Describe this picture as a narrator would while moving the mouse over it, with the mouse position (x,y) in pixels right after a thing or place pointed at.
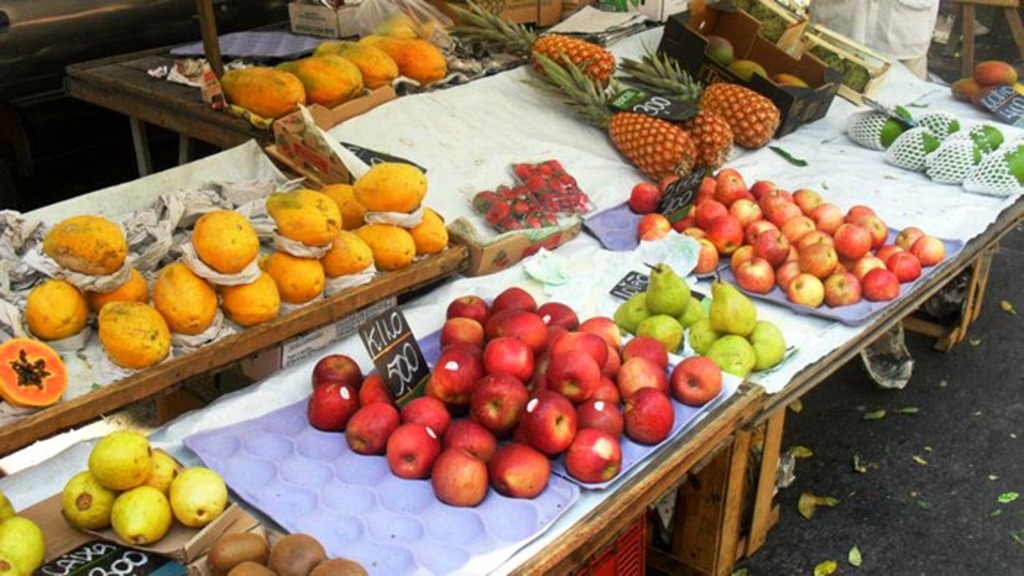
In this picture we can see few fruits (216,247) on the table (691,278), in the background (883,17) we can find a person (910,53) and a plastic bag (390,23).
